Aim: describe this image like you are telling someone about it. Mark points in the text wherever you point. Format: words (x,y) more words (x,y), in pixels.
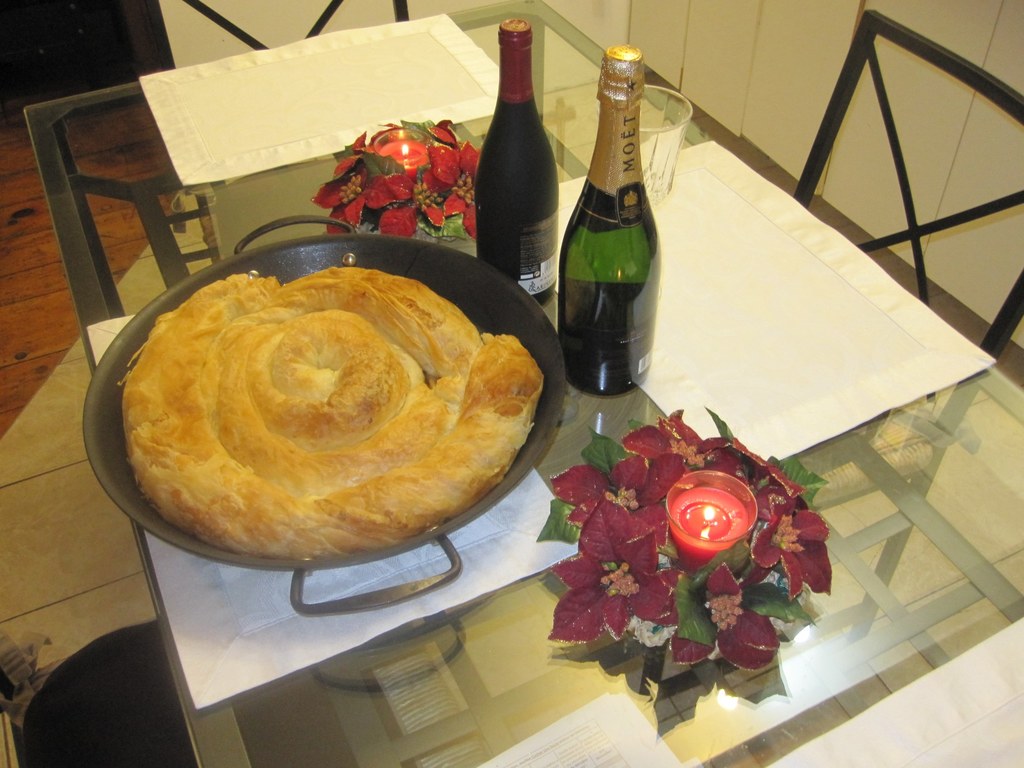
On the table (394,664) there are wine bottles (624,194), candles (734,509), glass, flower vase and food (340,380) in a bowl (501,317). In the background (804,21) there is floor (63,473) and a wall (731,93) and chairs (402,17).
